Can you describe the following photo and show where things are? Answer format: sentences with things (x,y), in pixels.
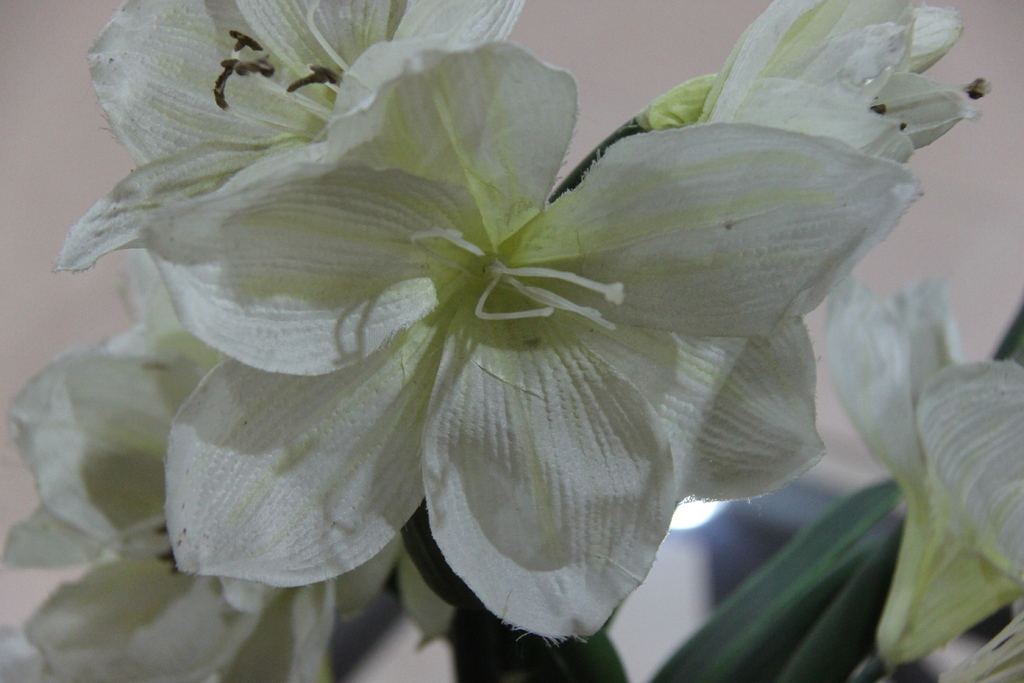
In this image we can see the flowers (609,425).
